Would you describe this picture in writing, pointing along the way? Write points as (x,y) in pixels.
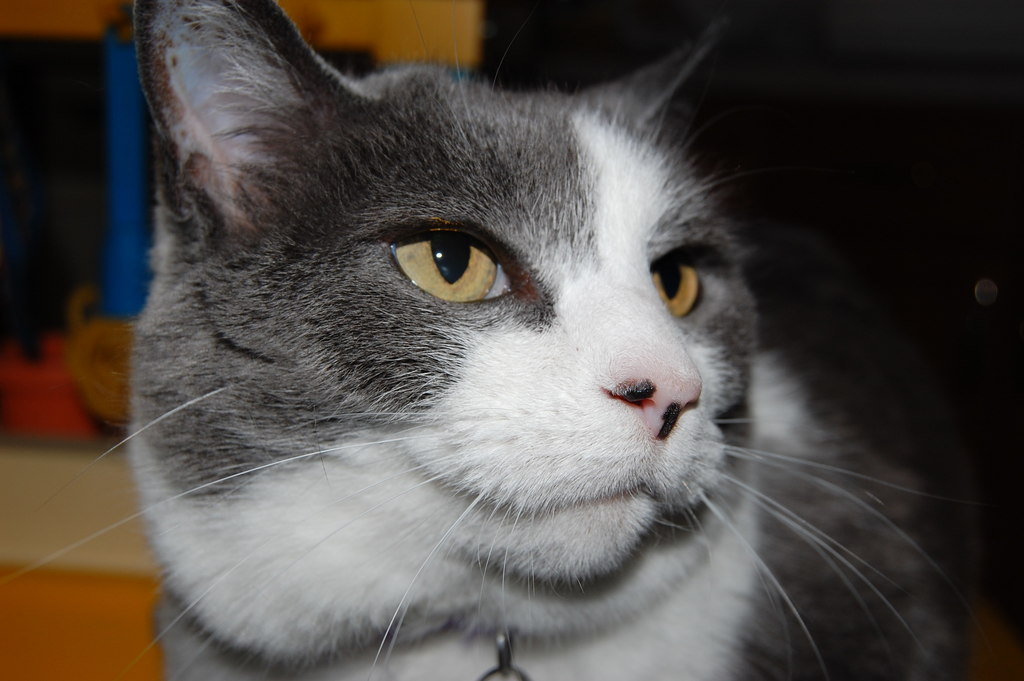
In this image in the foreground (522,567) there is one cat (309,452), and in the background (122,283) there are some objects (82,427).
